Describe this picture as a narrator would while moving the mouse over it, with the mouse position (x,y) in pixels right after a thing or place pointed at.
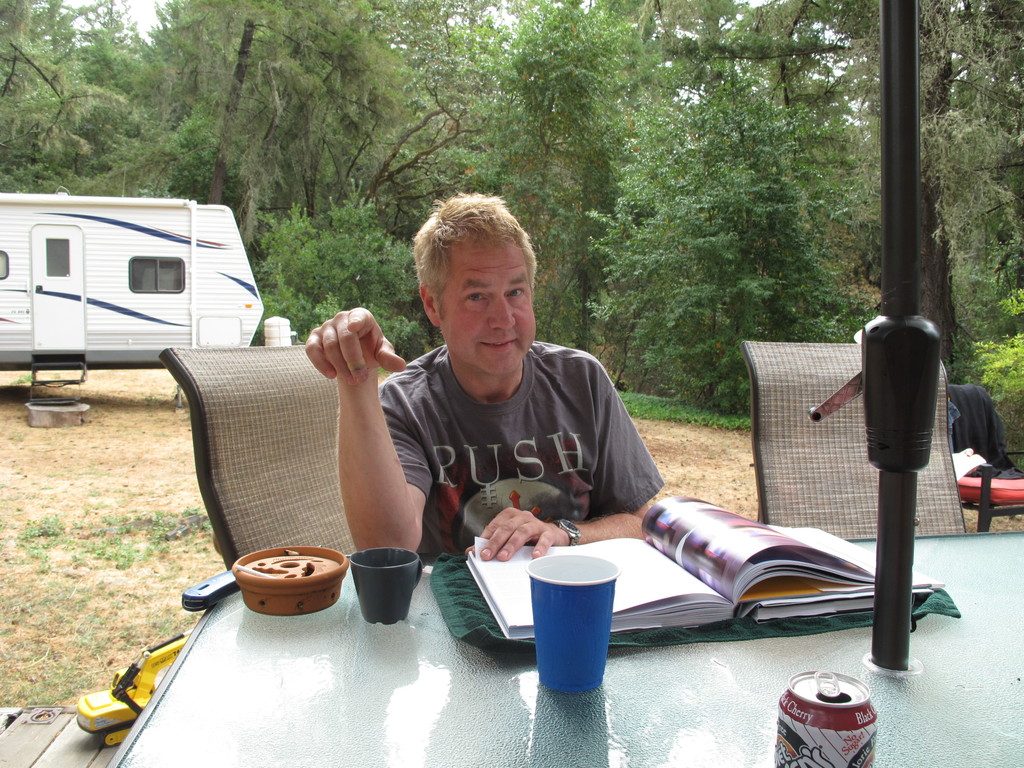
A person (447,502) is sitting on a chair (286,508) and holding a book (625,546). In-front of that person (539,446) there is a table (391,637), above that table (253,760) there is a book (678,532), cloth (464,578), cups (565,603), tin (802,733), ashtray (298,596), rod (894,574) and thing (220,599). Background there are chairs (824,447), vehicle (154,305), trees (178,156) and an object (153,666).
